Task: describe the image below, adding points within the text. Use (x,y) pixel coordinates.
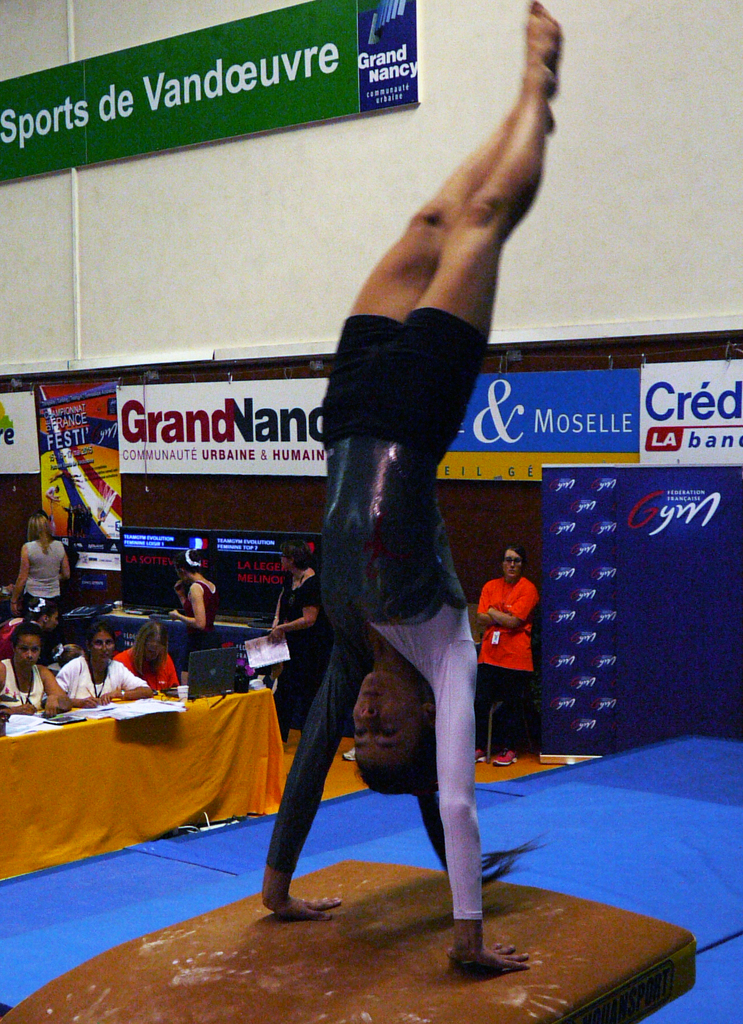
As we can see in the image there are group of people (175,611), tables (68,622), banners (361,54) and a wall (658,35). The woman (433,604) in the front (409,569) is wearing black color dress (402,552).
